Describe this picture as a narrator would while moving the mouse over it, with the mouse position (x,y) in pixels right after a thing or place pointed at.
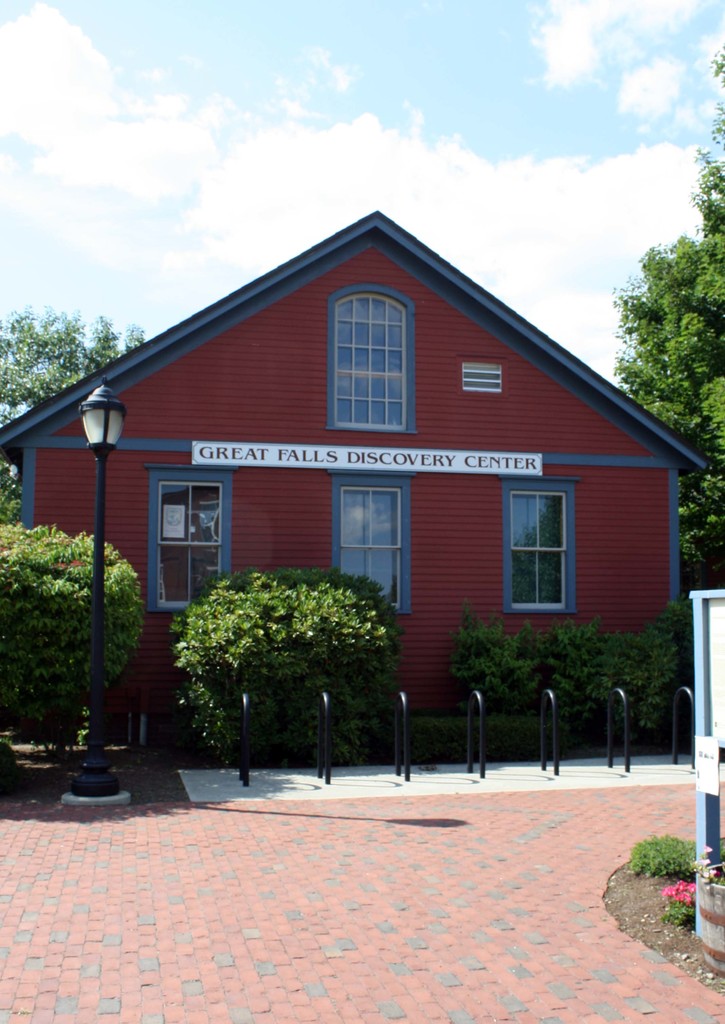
In this picture we can see some grass (633,859) and flowers (673,893) on the ground (38,835). There is a street light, plants (717,356), a house (641,427), rods (400,769), other objects (707,737) and the cloudy sky (513,115).
